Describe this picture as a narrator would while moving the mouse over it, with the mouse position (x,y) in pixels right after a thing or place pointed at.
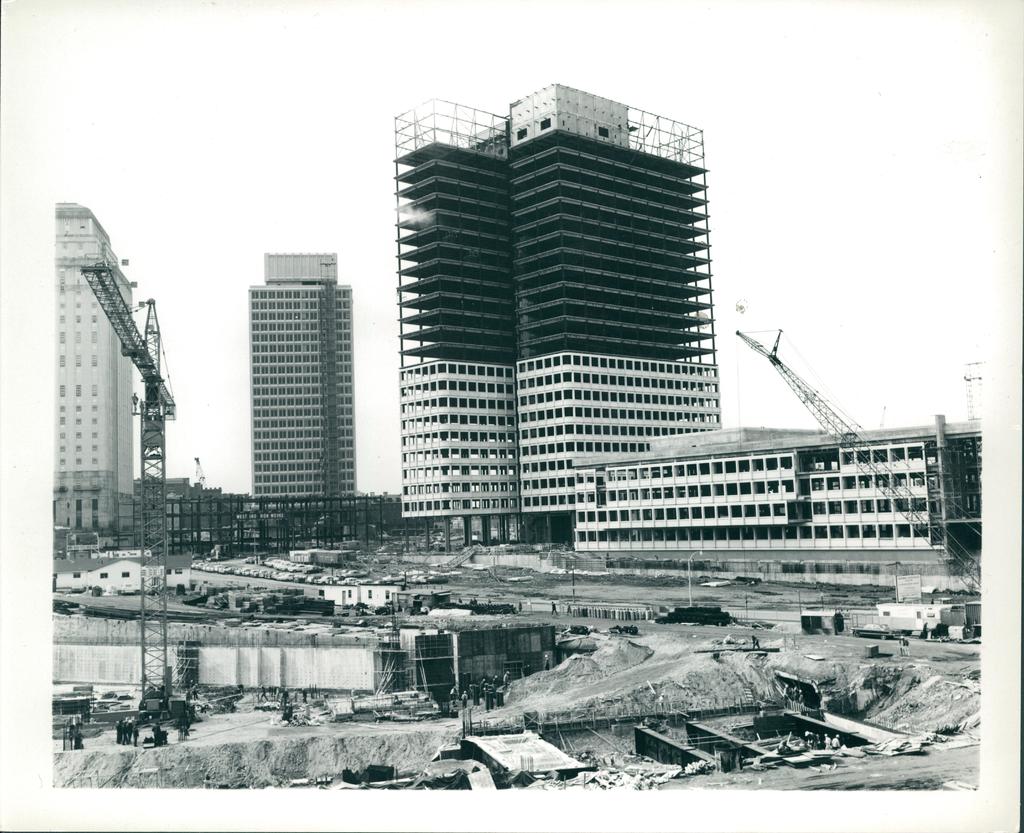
It is a black and white image, there are raw materials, crane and other equipment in the foreground (161,534) and in the background (489,409) there are buildings (480,430) and architectures (437,407).
